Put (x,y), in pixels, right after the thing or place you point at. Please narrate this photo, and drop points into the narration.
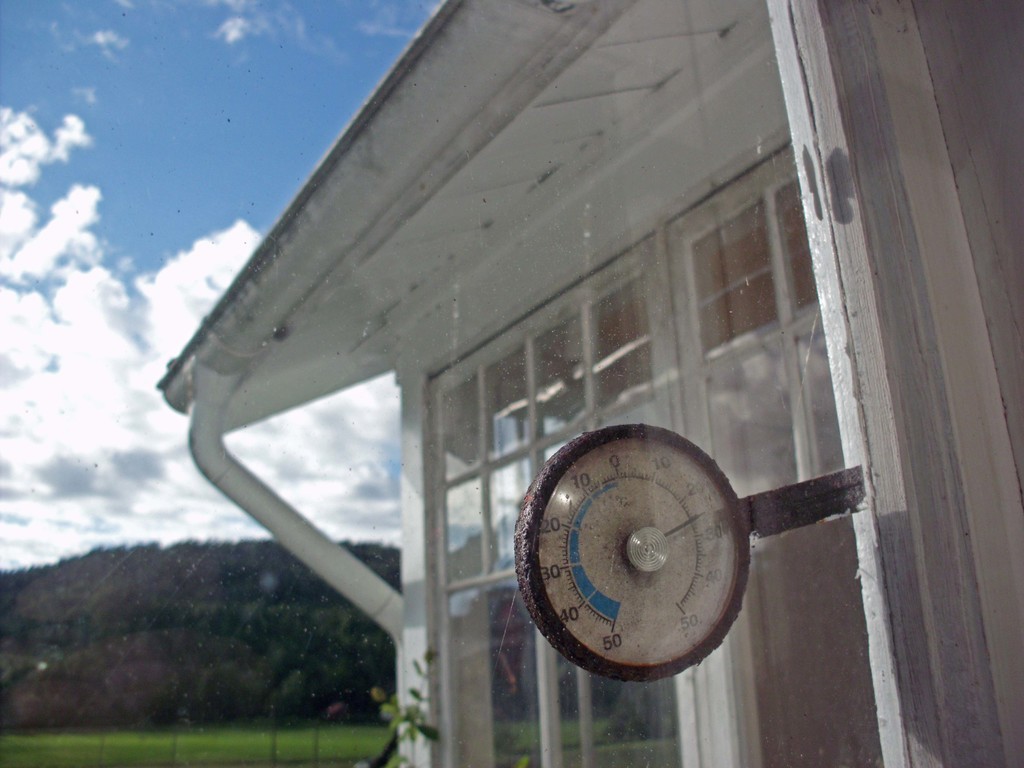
This image consists of a building (795,558). There is a thermometer (688,519) in the middle (561,465). There are trees (261,644) at the bottom (184,607). There is sky (153,78) at the top (96,78).
